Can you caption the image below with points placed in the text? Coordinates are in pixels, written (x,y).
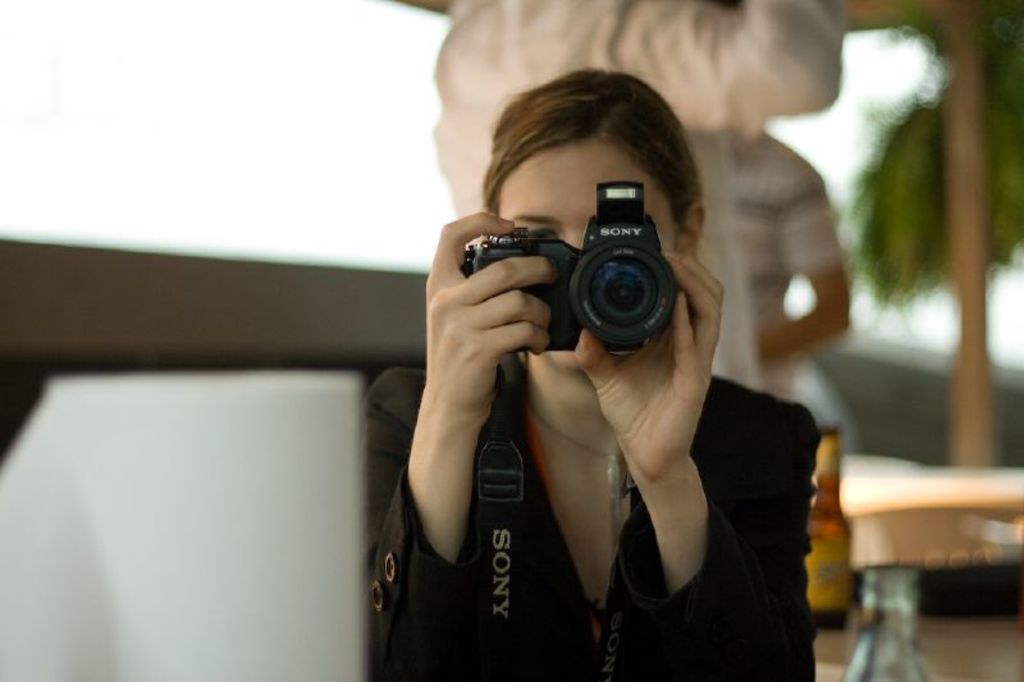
In the image there is a woman (637,405) holding a camera (598,296) and background of them there are two men (763,163).
